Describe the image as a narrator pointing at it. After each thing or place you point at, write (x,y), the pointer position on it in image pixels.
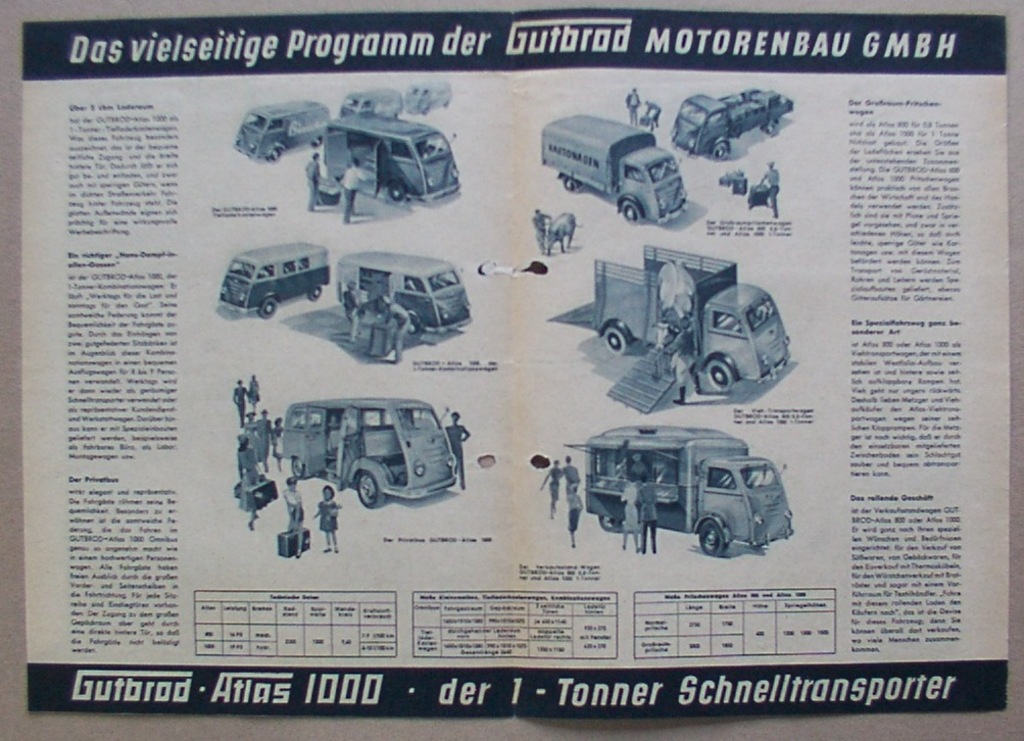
In the image we can see there is a poster (467,414) and there are vehicles (701,300) standing and people (253,523) standing near the vehicles (341,462). There is matter (256,52) written on the poster (440,521) and the image is in black and white colour.
